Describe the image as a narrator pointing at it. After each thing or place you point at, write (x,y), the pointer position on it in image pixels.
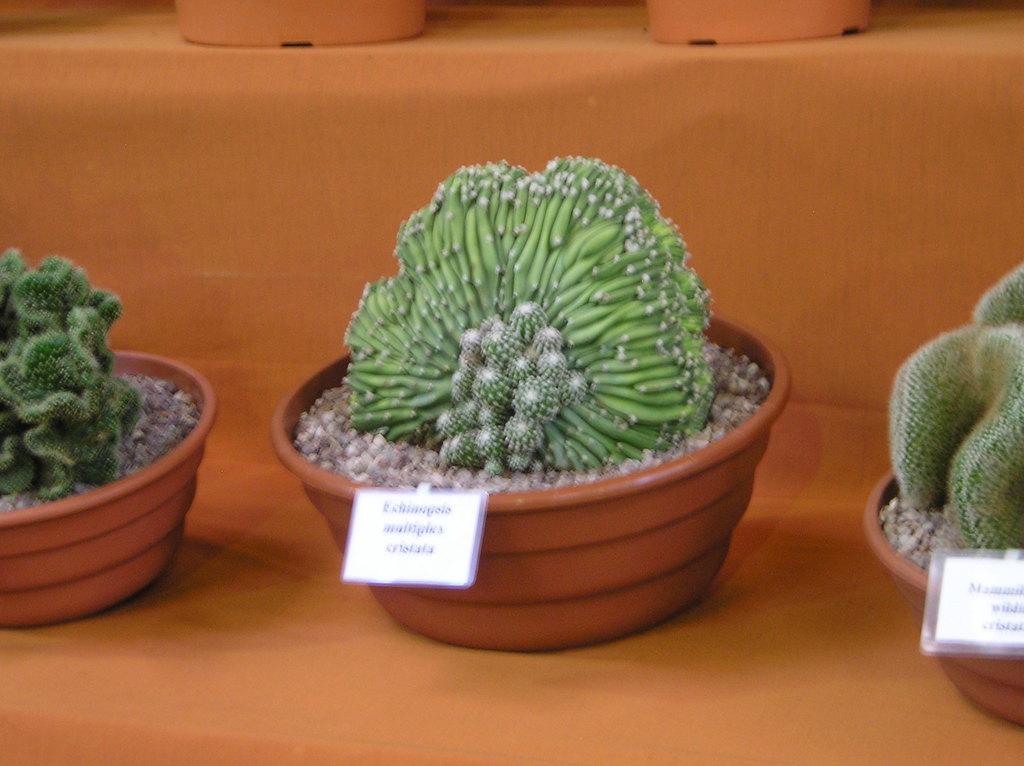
In this picture we can see cactus plants (77,313) and stones (931,514) in the flower pots (146,516), which are on the surface (407,655). To the flower pots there are boards (975,594). At the top of the image (758,32), there are some objects (791,19).
